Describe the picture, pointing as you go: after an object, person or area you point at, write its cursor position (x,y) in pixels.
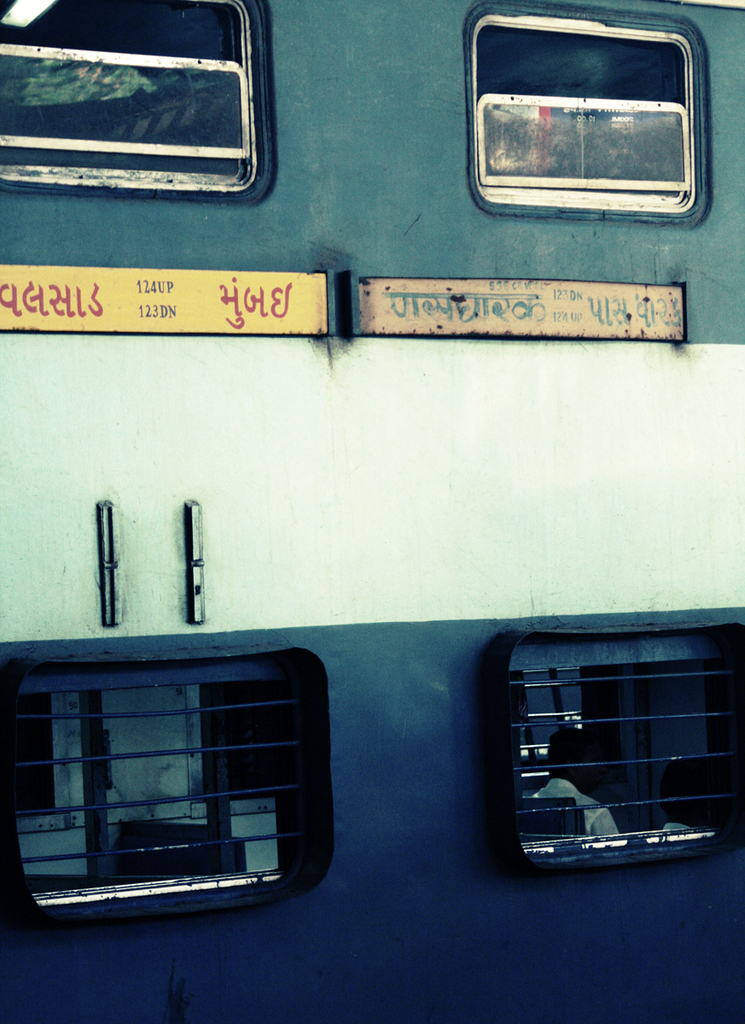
In this image we can see a train (387,419), name boards (454,303) and persons (610,818) sitting on the seats (167,855).
